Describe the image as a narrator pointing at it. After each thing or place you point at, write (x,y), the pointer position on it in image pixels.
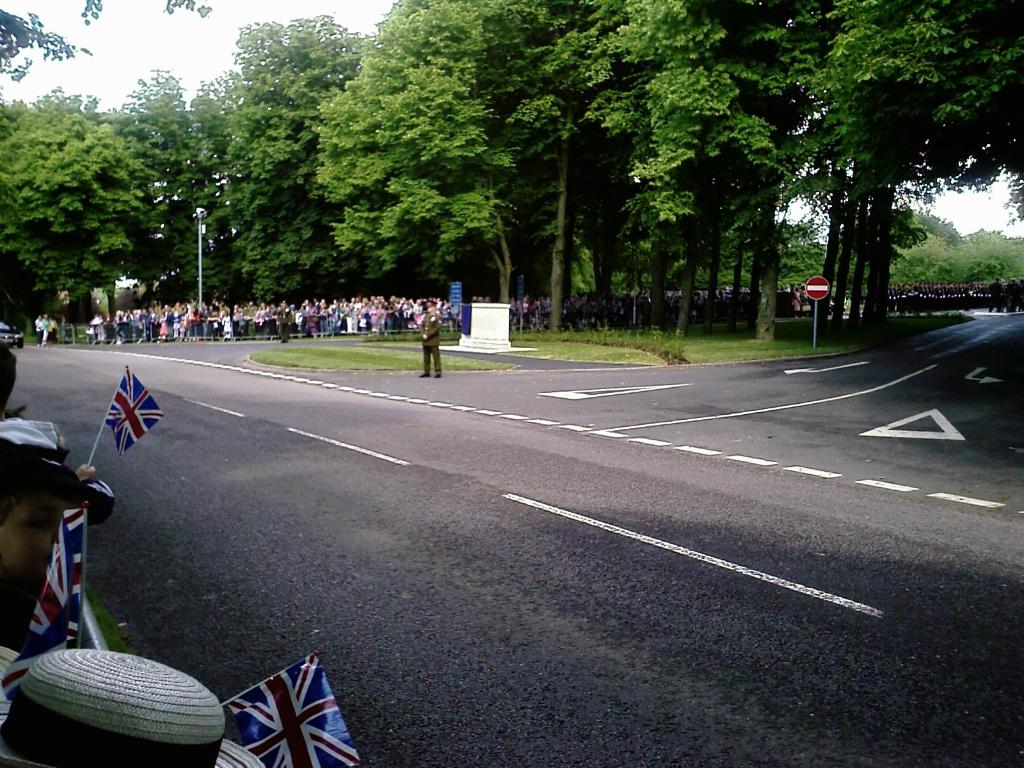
In this image I can see the road (402,545). To the side of the road (327,533) can see many people (24,455) with different color dresses (300,316). I can see few people (11,518) are holding the flags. I can also see the sign boards (812,296) and light poles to the side. In the background (429,121) there are many trees (288,99) and the sky (194,27).
